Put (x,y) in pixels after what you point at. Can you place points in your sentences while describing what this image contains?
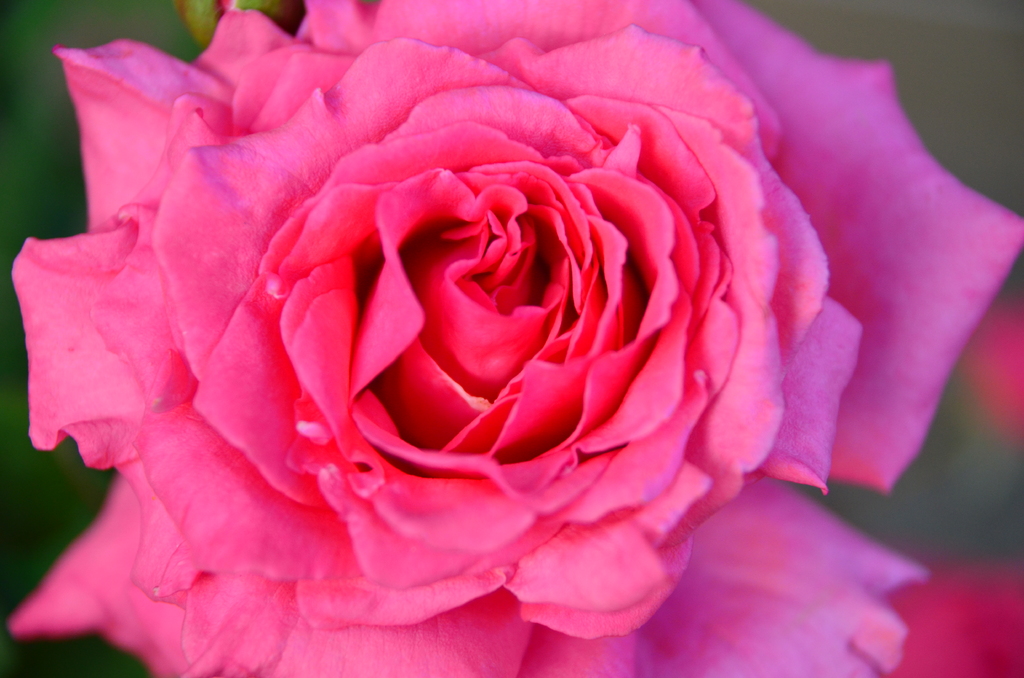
In this image we can see a rose (466,401) which is in pink color.
